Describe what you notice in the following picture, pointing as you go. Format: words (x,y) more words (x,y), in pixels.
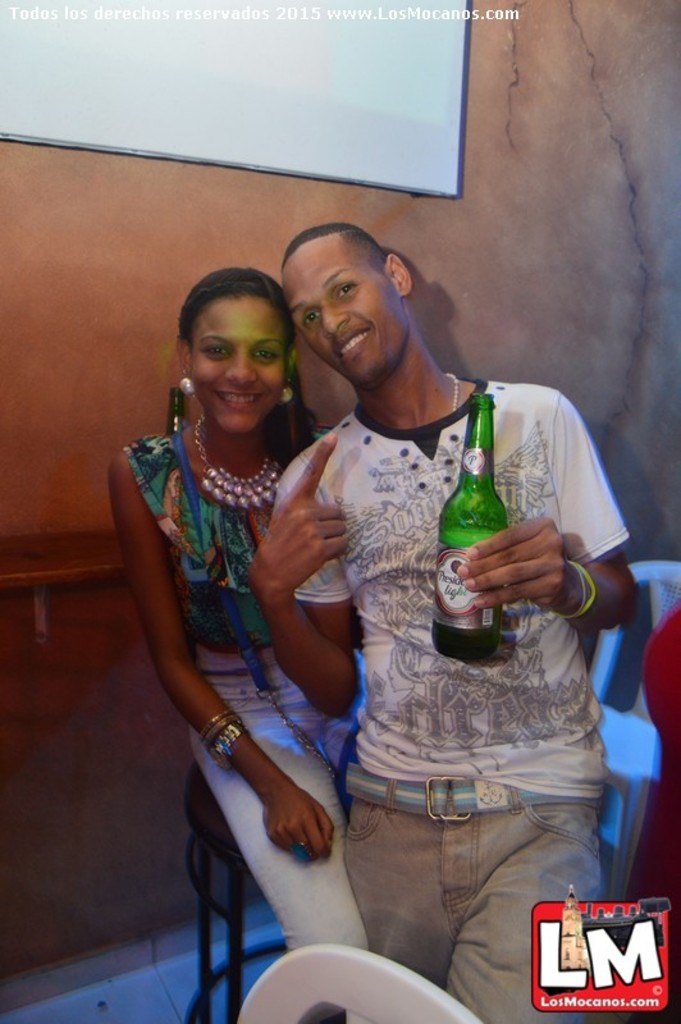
Here is a man (511,774) wearing T-Shirt (497,764), pant (515,844) and holding a bottle (476,641) smiling too behind him there is a girl (288,420) sitting on the stool (205,809), wearing good dress (211,670), behind them there is a wall (453,295). On the right side of an image (646,584) there is a chair (637,583).
